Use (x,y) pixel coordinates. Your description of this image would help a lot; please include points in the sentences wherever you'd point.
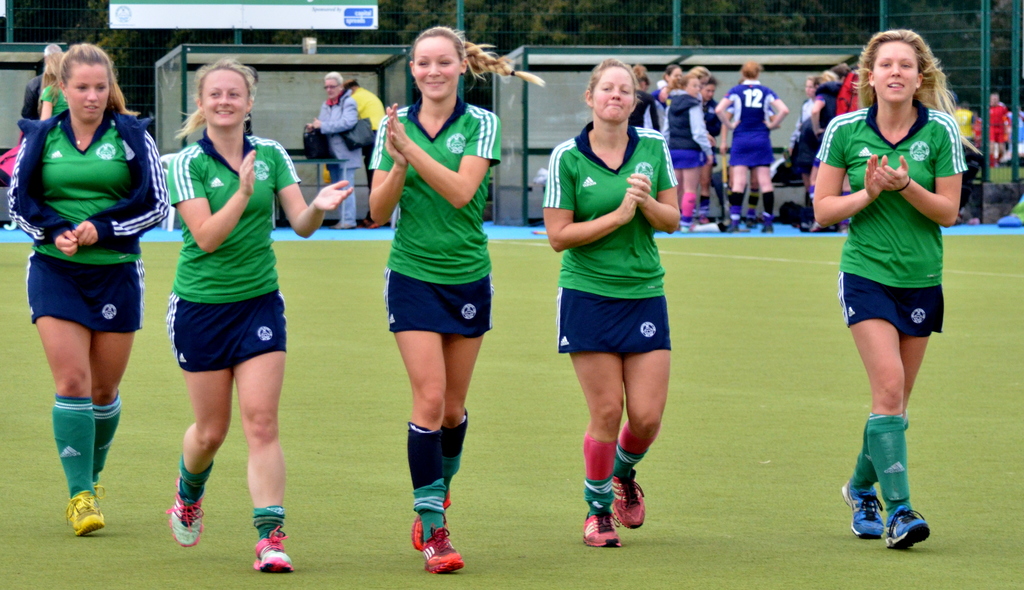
In the background (531,14) we can see trees (941,9), mesh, people (654,102) and a board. In this picture we can see people (669,322) standing. We can see a person (337,111) wearing goggles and a bag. Near to the person (311,124) we can see a bag (305,136) on the table (295,148). This picture is highlighted with the players (39,305) walking on the ground (2,379).
